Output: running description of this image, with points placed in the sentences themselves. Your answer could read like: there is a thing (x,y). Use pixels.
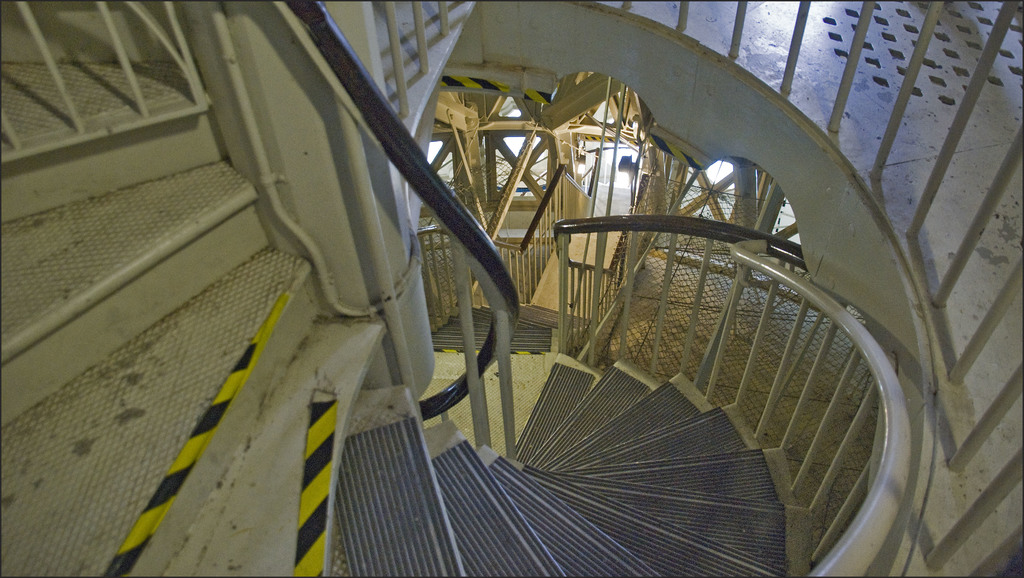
In this image we can see the stairs (493,318) of a building (551,3).
